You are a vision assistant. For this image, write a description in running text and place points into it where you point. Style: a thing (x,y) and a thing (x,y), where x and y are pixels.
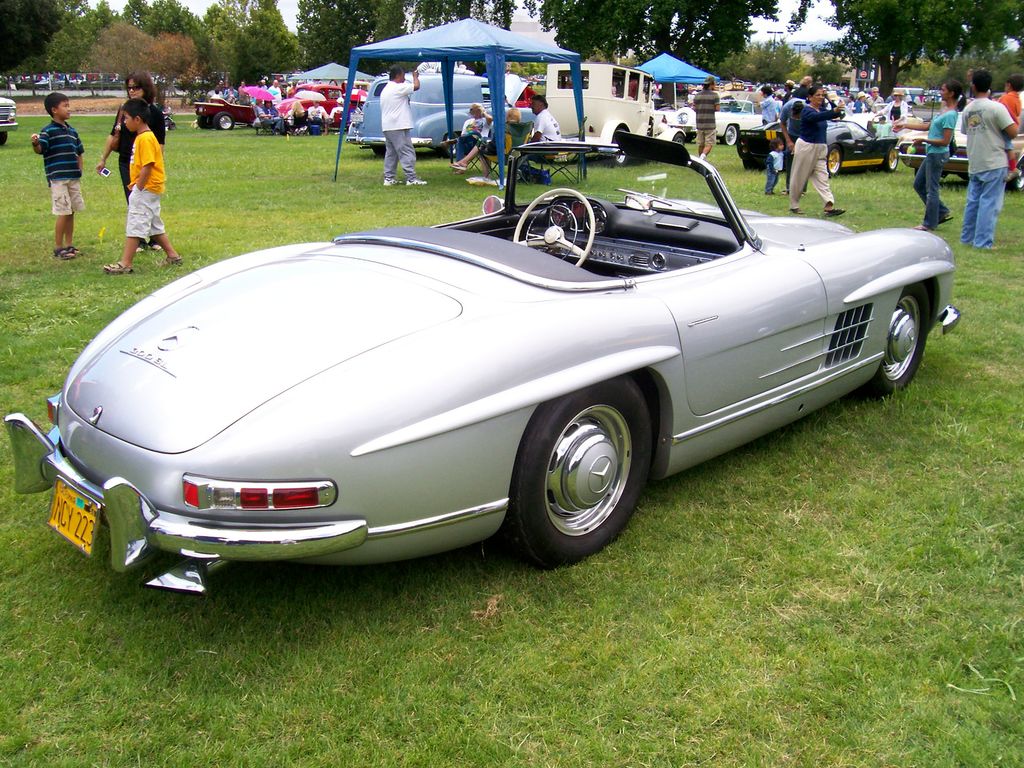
In this image we can see a car (377,306) placed on the ground (419,591). On the backside (422,183) we can see a group of vehicles (775,123) and some people (296,117) standing on the ground (286,155). We can also see some grass (321,149), umbrellas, a group of people (396,161) under the tent's (341,134), a woman (158,123) holding a device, a group of trees (158,61), a pole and the sky (846,34).
